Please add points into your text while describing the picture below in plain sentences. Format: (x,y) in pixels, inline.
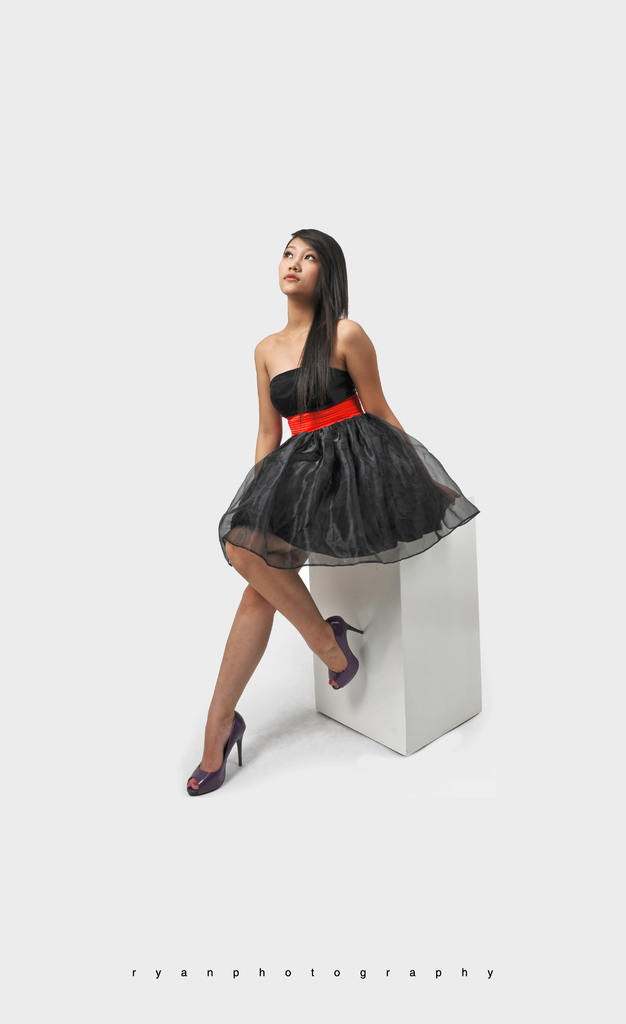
In the image I can see a lady (302,620) who is sitting on the cube stool (427,672) which is in white color.
